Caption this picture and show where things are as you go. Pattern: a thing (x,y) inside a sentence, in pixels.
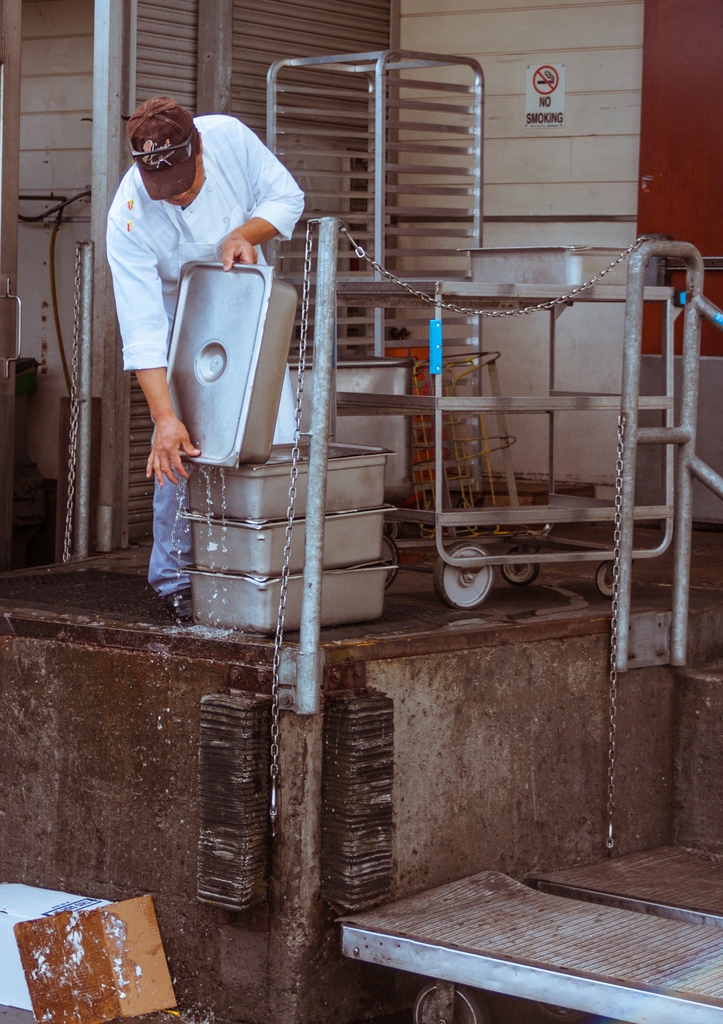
In this image we can see a person (183,254) holding a container (231,330) with his hands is standing on the ground (405,632). In the center of the image (274,629) we can see some containers (266,562), metal poles (631,558), carts (367,938) and some chains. On the left side of the image (134,948) we can see a cardboard box (86,919) and a door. In the background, we can see a poster (543,65) with some text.
